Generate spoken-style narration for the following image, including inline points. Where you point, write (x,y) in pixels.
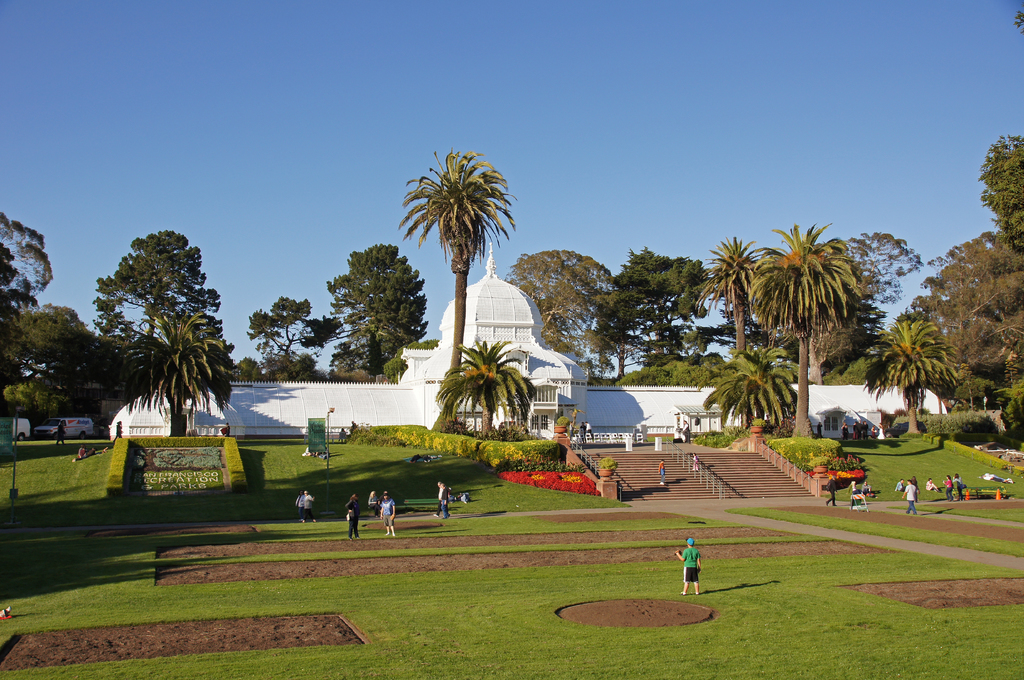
In the Image I can see a house (620,426) and around there are some trees (1007,380), plants (119,488), people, poles (328,505) and some grass (475,632) on the ground (112,537).
